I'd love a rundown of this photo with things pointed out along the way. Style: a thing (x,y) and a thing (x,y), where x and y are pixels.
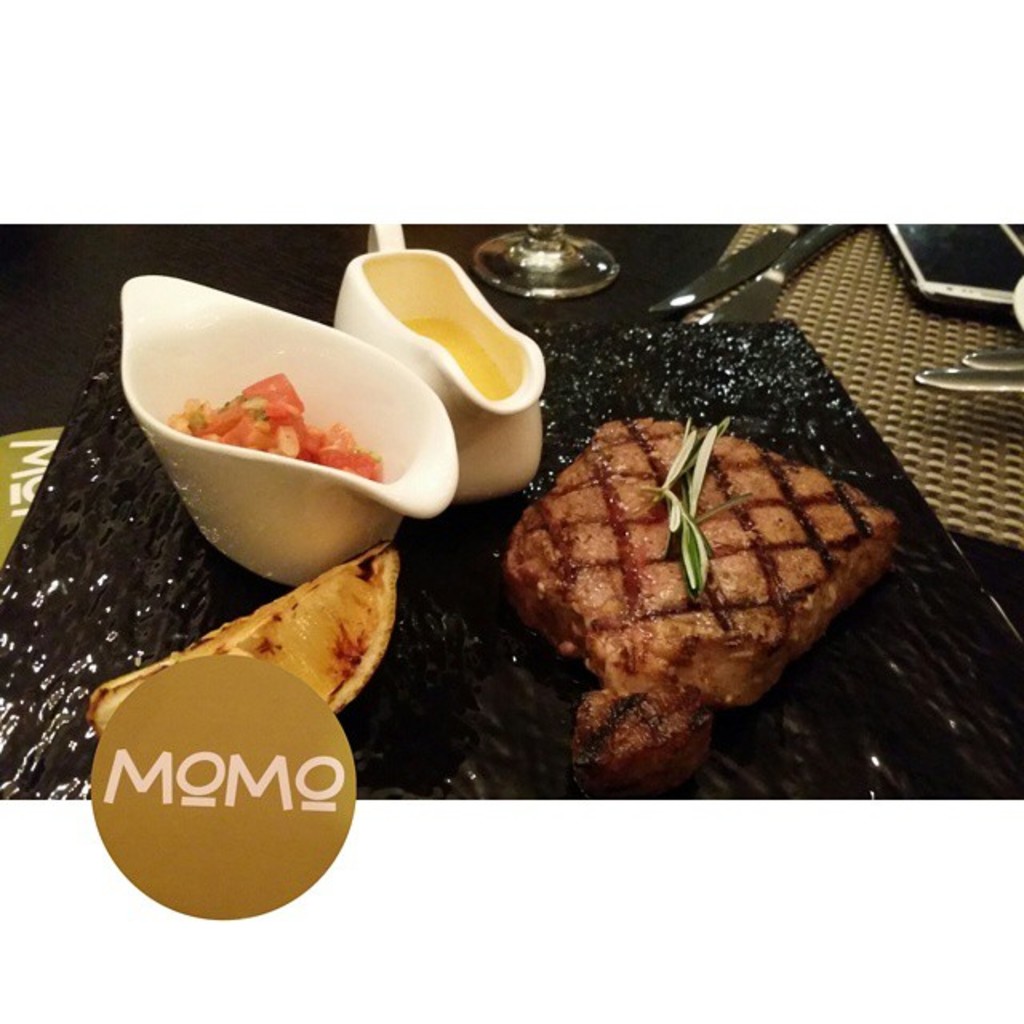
There are some food items (293,405) and two white color bowls (400,414) are present on a black color surface (699,393) in the middle of this image (377,435), and there is a logo (241,754) at the bottom of this image (265,784). There is a mobile (929,272) and some spoons (968,375) are present in the top right corner of this image (766,275).
